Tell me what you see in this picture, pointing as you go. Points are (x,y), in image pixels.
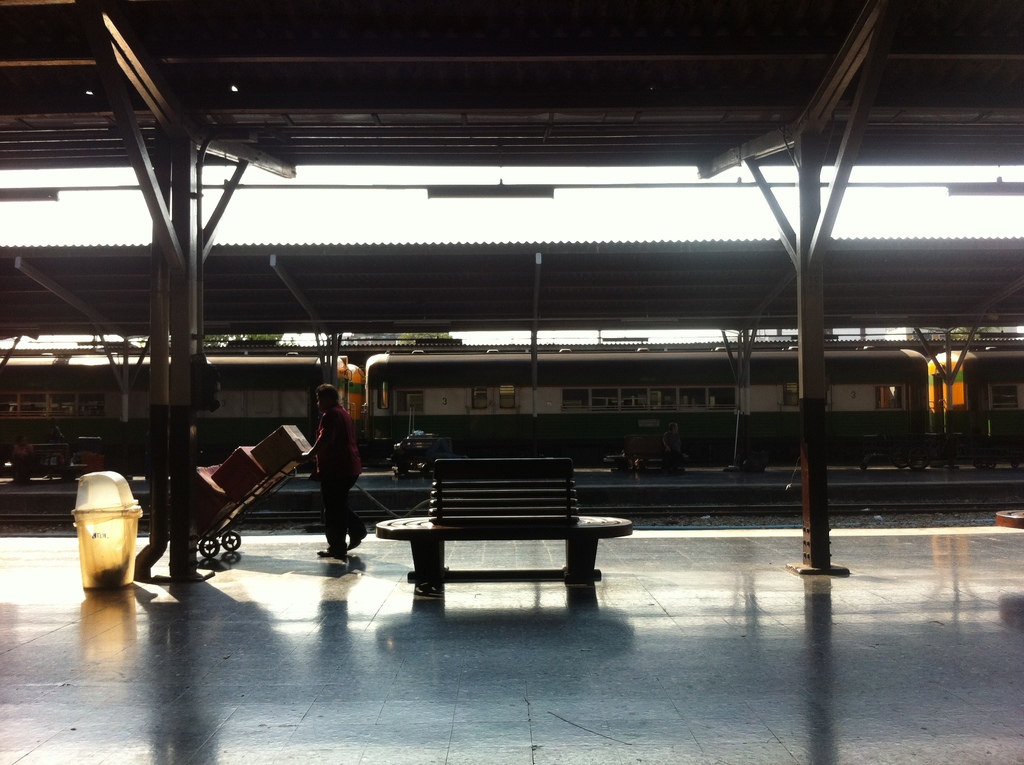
This image consists of a railway station (652,510) in which there is a train (441,416). At the top (548,135), there is a shed (595,141). At the bottom (352,689), there is a platform (527,655) along with a bench (408,532) and a dustbin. In the front (336,480), there is a man (330,511) holding a trolley (274,485).
